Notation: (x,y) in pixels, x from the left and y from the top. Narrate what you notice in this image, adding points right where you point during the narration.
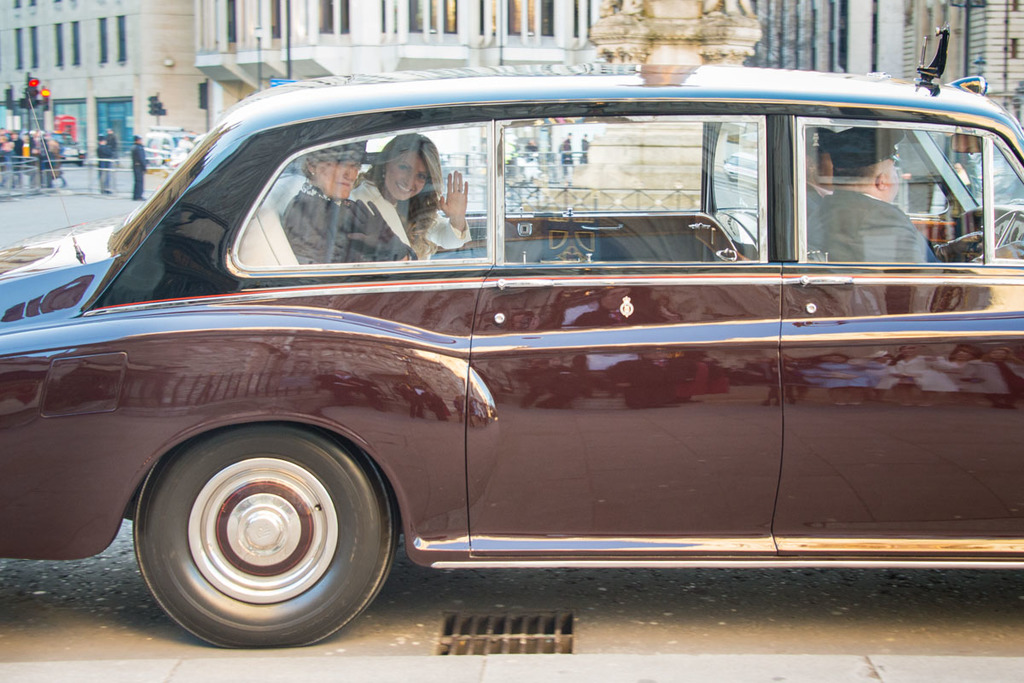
In this picture there is a brown car (514,419), two persons (393,239) are sitting in the back seat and one person (827,139) is sitting in the front seat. one person (894,218) is holding a steering (1015,234) and he is wearing a black hat (842,172) and a grey suit (917,260). In the backseat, one person (413,225) is waving their hand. In the background (413,34) there are buildings (98,26), persons (11,135) and signal lights (35,84).
